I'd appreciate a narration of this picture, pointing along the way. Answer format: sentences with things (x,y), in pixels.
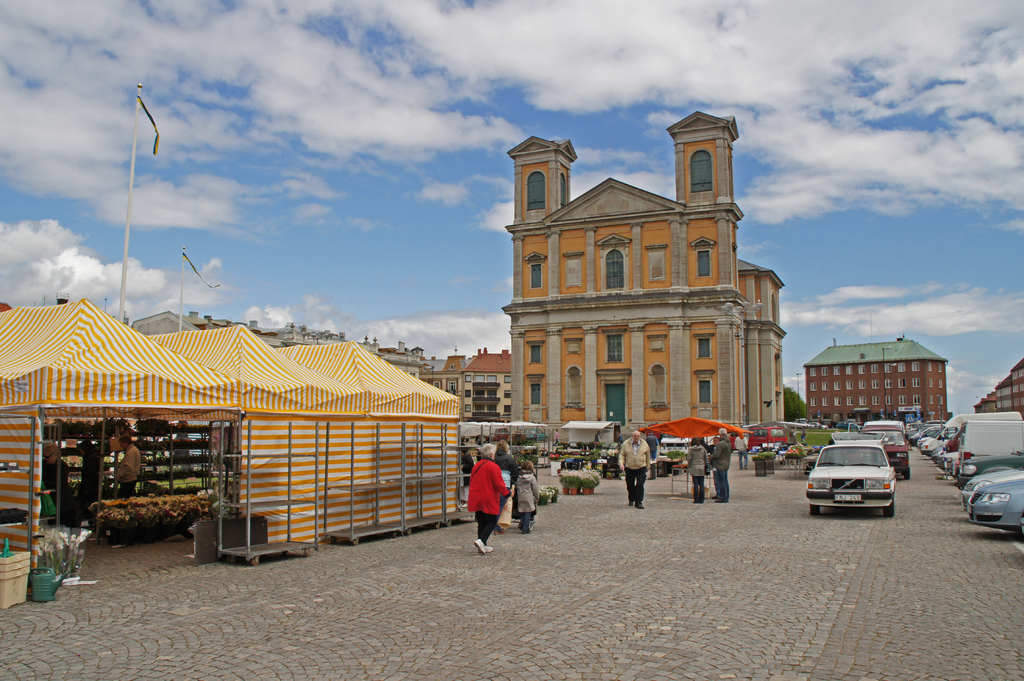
In the center of the image (618,324) there is a building (612,338). On the right side of the image (947,433) there is a building (875,405), cars (893,457) and persons (713,472). On the left side of the image (308,367) there are buildings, tents (332,418) and persons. In the background (425,82) there is a sky (686,55) and clouds (324,142).
